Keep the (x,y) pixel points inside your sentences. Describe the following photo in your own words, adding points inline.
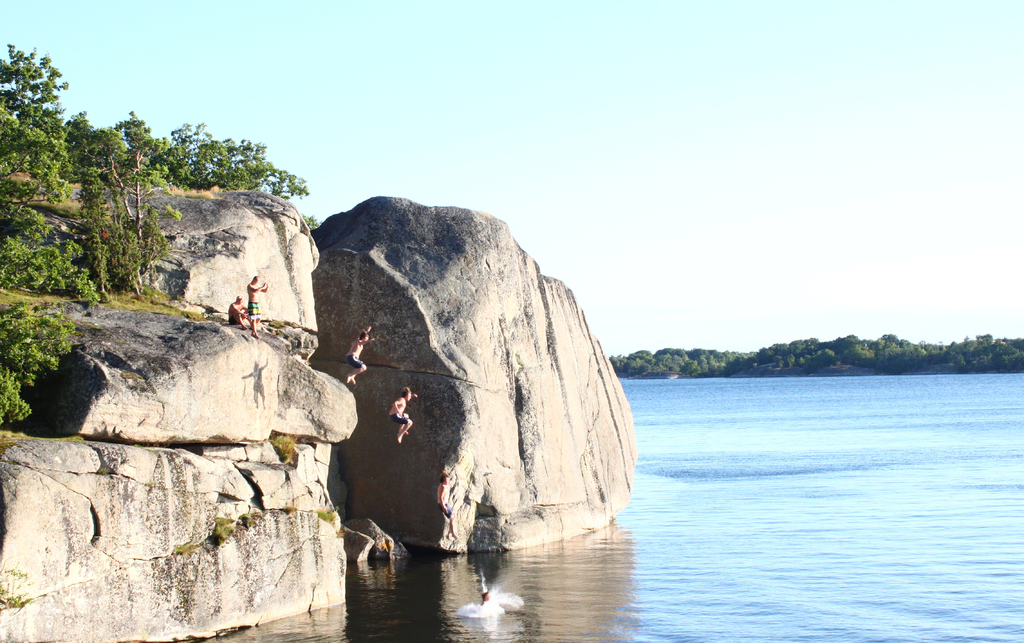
In this picture, we can see two persons (232,317) on the rock (273,321) and a few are jumping into the water (568,582), we can see rocks (377,398), trees (83,296), grass (109,299), and we can see the sky (750,331).
